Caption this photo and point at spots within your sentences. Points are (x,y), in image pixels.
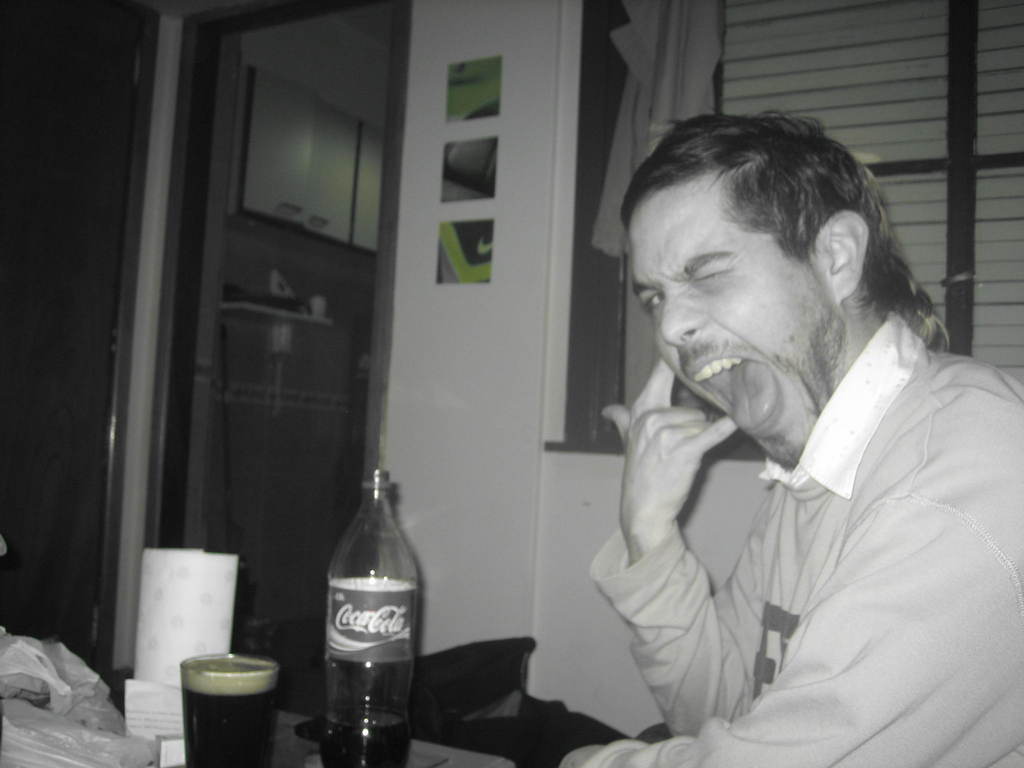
There is a man (971,475) sitting and a coke bottle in front of him with glass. And window (975,24) behind him.
